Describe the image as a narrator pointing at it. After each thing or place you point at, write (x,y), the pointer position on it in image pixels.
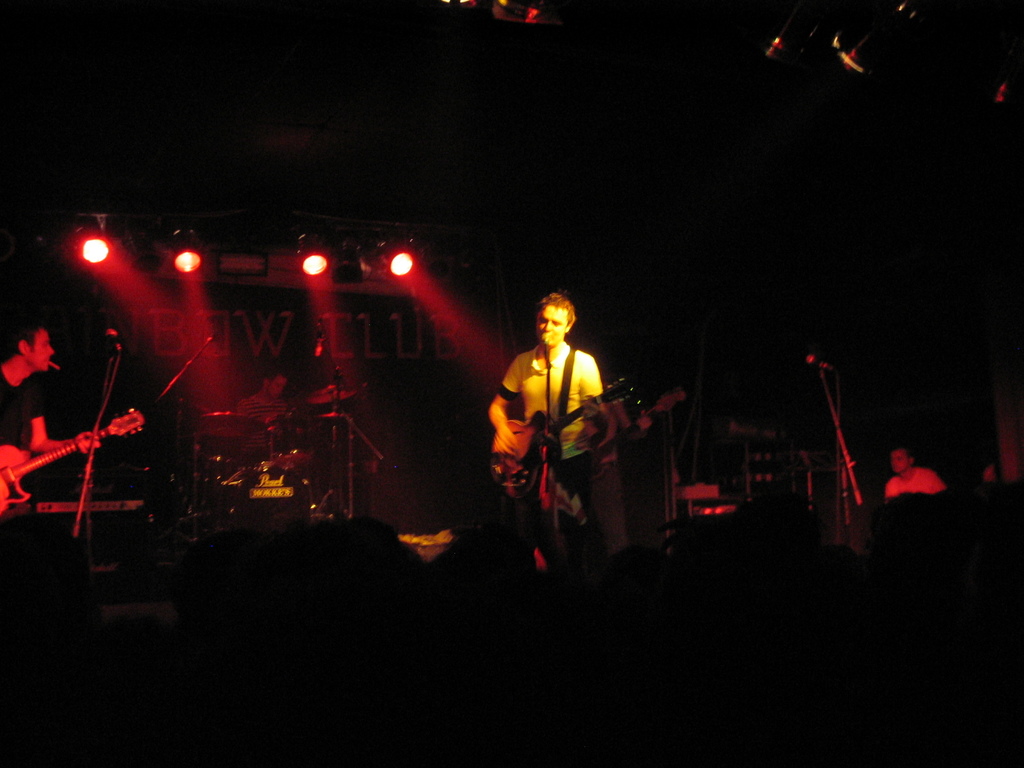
In this image I can see few people (567,386) are standing and holding guitars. I can also see few mics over here. In the background (273,407) I can see a person (280,386) is sitting next to a drum set (327,397).
